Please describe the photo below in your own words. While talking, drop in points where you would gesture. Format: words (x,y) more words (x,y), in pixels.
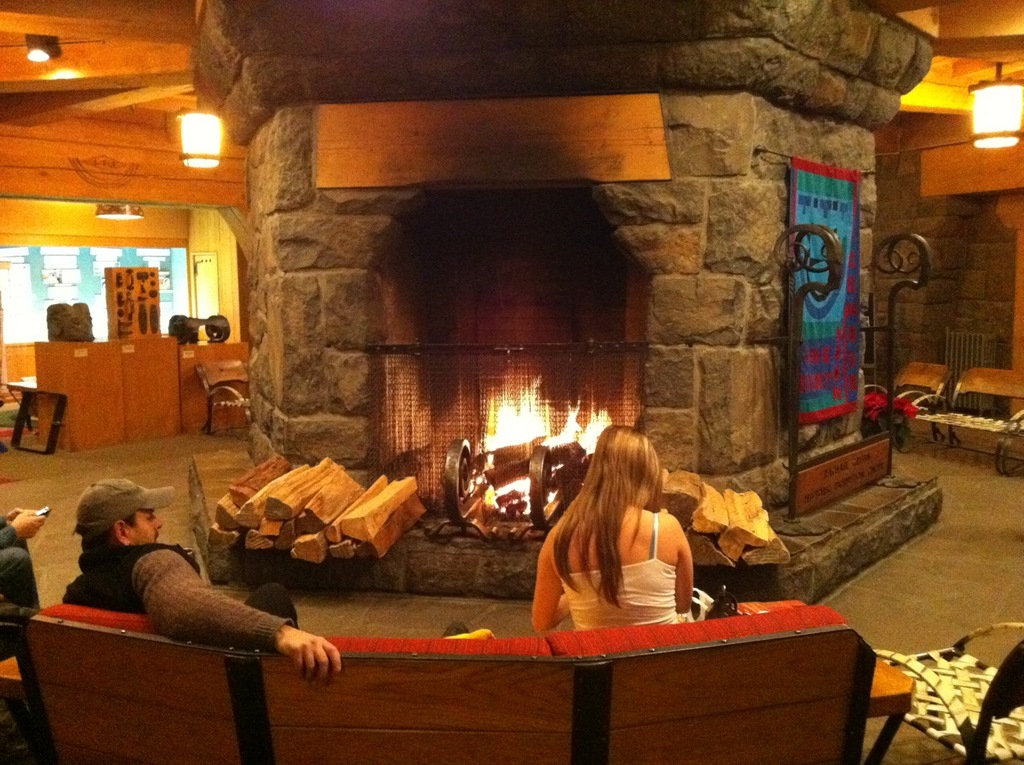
In this image people (614,441) are sitting on the sofa (657,665). Before them there is a fireplace (549,350). Before it there are wooden trunks (372,504). There are objects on the table (199,403). There are lights (208,126) attached to the wall (137,168). Background (12,321) there is a wall (226,289) having the window (99,307). Right side (1011,724) there are chairs (948,411) on the floor (958,605).
